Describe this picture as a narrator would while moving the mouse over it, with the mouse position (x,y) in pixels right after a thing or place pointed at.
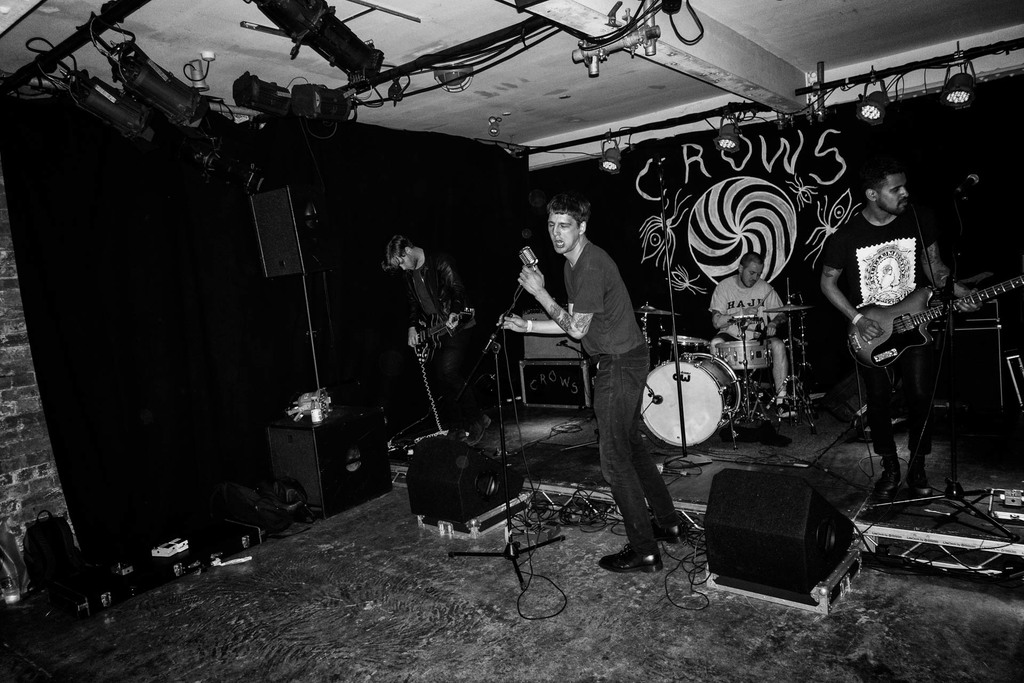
Black and white picture. On top (303,104) there are focusing lights (269,99). This man (605,404) is holding mic (530,262) and singing. This person (739,282) is sitting on a stool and playing this musical instruments (696,361). Beside this man (615,370) two persons (417,291) are playing guitars (889,312). On floor (464,607) there is a speaker (467,508) and cables (531,567).
